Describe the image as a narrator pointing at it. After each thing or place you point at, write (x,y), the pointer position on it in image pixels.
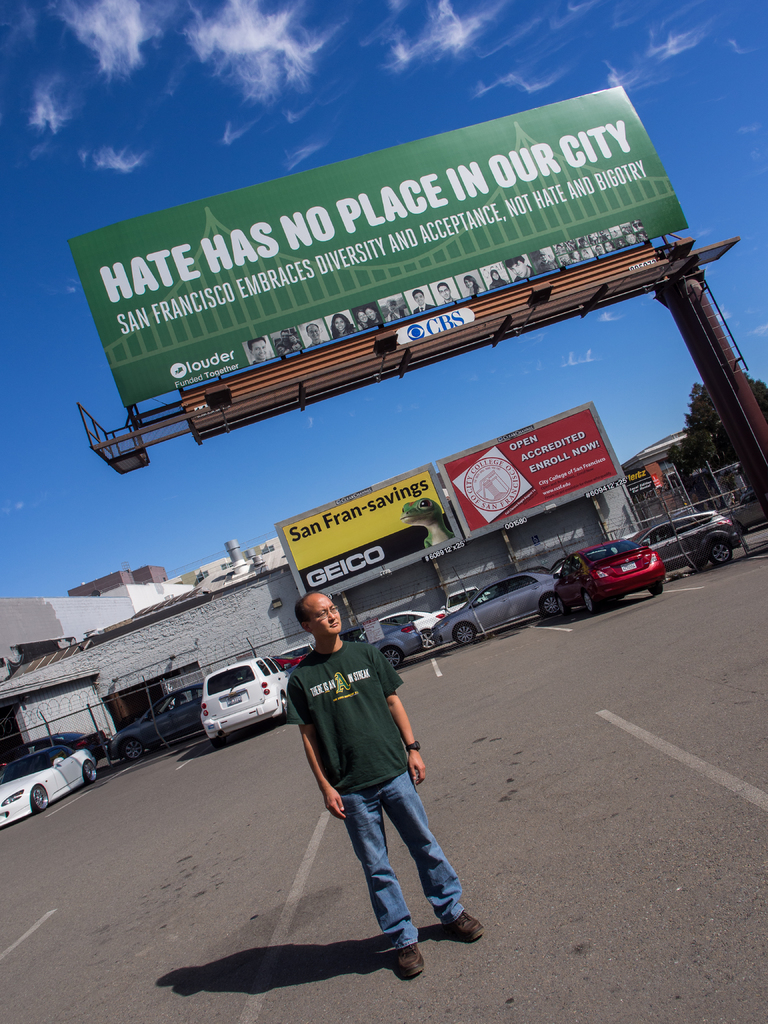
In the center of the image (333,619) there is a person (312,750) wearing green color t-shirt (339,746) standing on the road (508,920). At the background of the image (723,525) there are many cars (218,685). There is a building (207,577). There is a big hoarding (120,267) at the background of the image (346,184). At the top (197,117) the image there is sky (343,118).
